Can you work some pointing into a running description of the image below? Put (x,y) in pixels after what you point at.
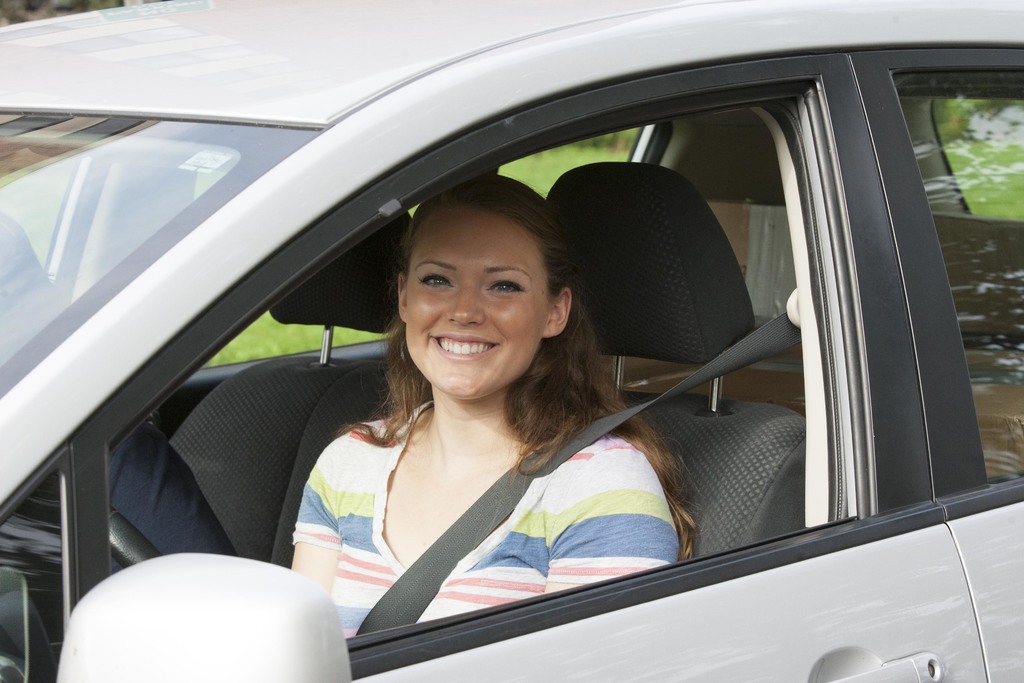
In this picture we can see women (403,404) wore seat belt (372,622) and smiling and beside to her other person (166,466) they both are inside the car (204,479) and from window (961,119) car (878,90) we can see grass (963,137).
